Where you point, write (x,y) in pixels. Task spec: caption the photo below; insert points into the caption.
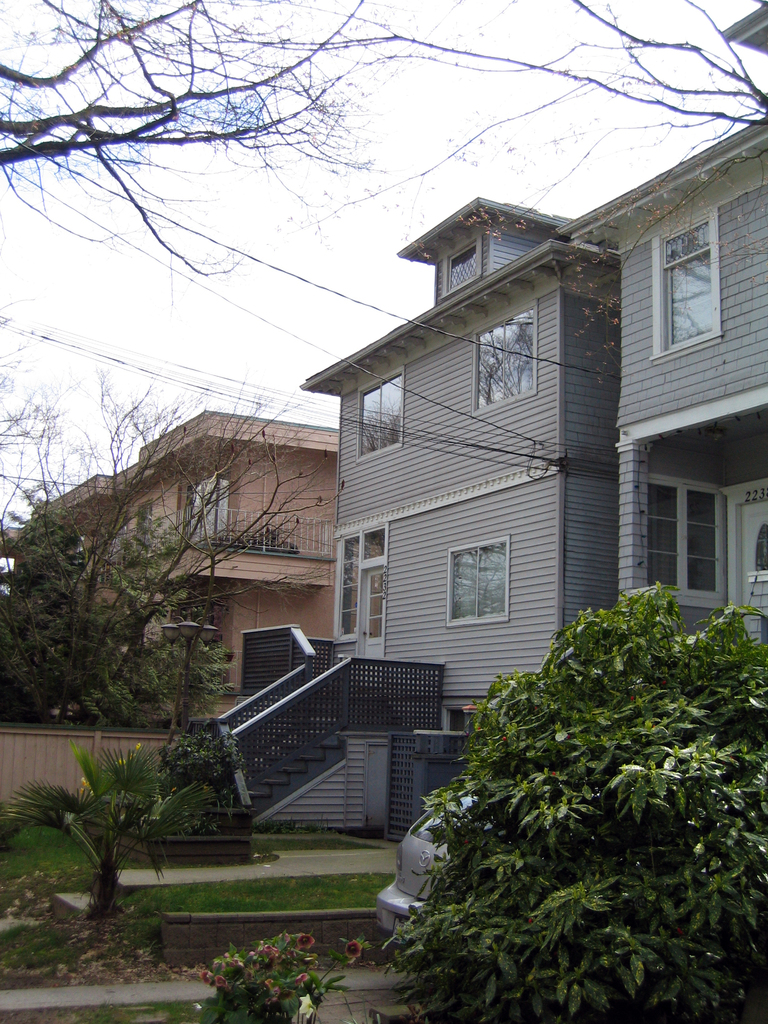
In the picture I can see the houses (645,315) and glass windows (394,408). I can see the staircase (311,736) of the house (392,631) and trees (595,648). There is a car (389,917) parked on the right side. I can see the electric wires (308,285). I can see the flowering plant (274,1003) at the bottom of the picture (286,1004).
